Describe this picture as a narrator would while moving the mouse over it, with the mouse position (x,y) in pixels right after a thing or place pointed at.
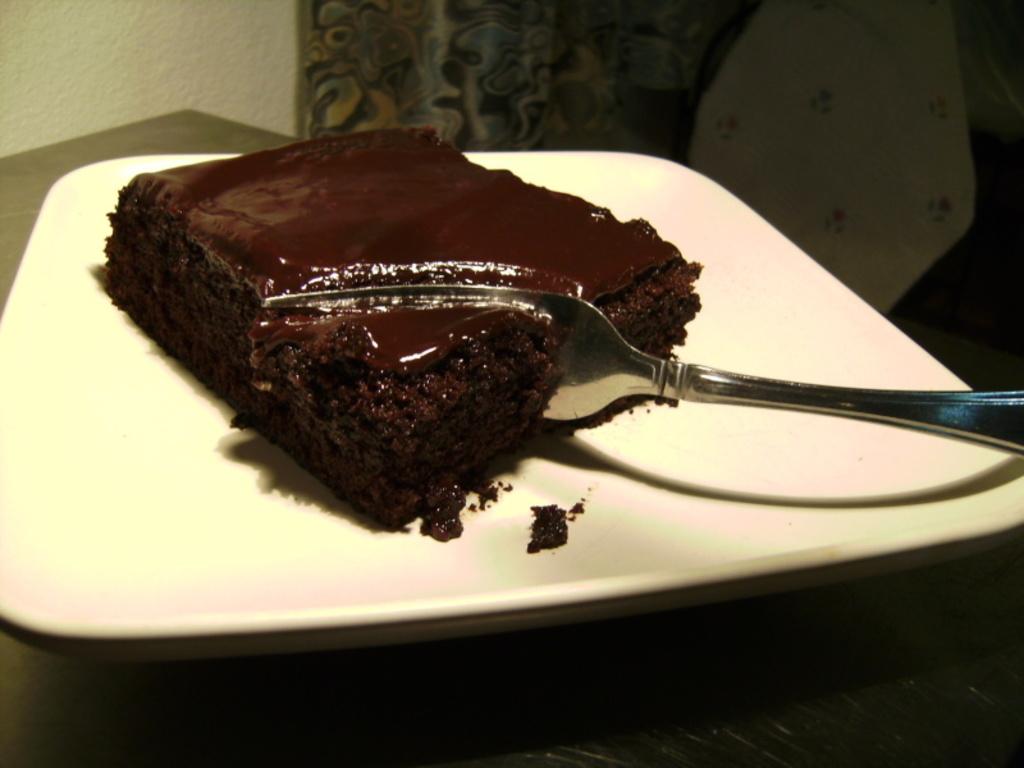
In this image at the bottom (818,647) there is one table (1006,728), on the table (989,736) there is one plate (156,356). And in the plate (809,440) there is one cake (447,281) and fork (616,371) and in the background (534,88) there is wall (107,83), curtain (692,84) and some cloth (888,127).
